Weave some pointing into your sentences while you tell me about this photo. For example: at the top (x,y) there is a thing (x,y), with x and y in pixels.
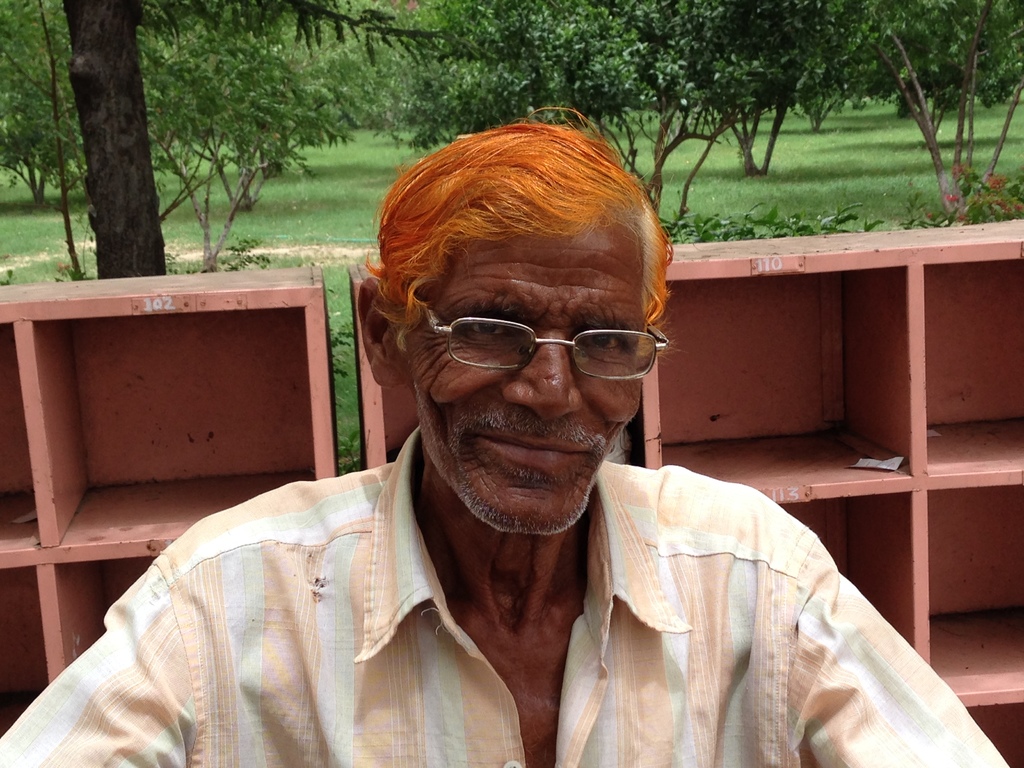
In this image we can see a man (568,544). In the background (323,206) we can see trees (325,102), ground (405,155), plants (979,196), flowers (979,209) and cupboards (730,444).
